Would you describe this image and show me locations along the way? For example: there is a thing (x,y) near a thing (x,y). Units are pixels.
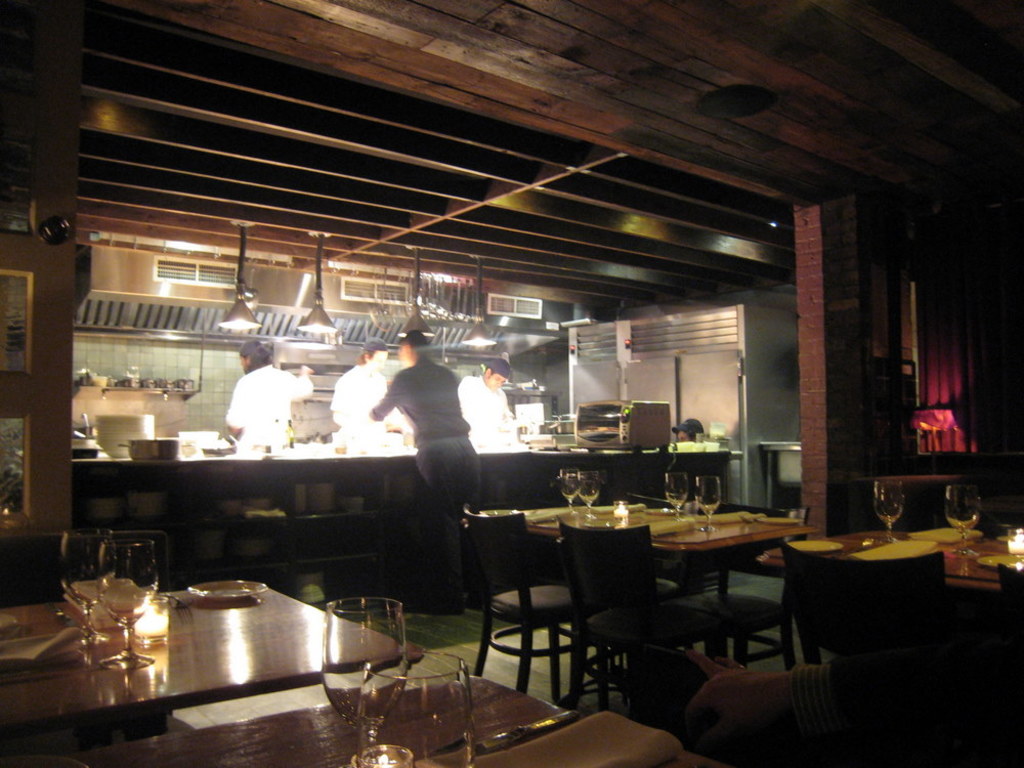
The photo is clicked inside a restaurant (535,651). There are chairs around tables (159,682). On the table (249,680) there are glasses (136,583), plates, table mat (685,523). In the background (205,436) there is kitchen (342,369), microwave (626,422). Few people (478,392) are there in the kitchen (291,340). One person (434,374) is standing outside the kitchen counter (319,455).
